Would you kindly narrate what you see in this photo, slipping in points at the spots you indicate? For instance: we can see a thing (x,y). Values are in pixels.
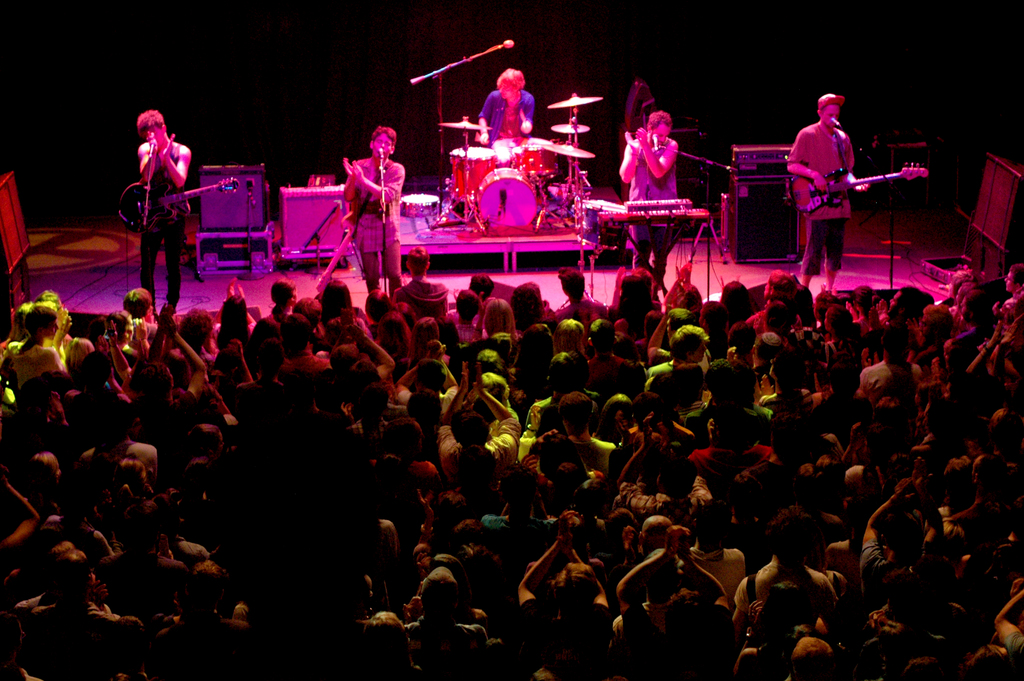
In this picture we can see a group of people (104,425) where some are on stage (353,261) and playing musical instruments (806,183), mics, speakers (204,201) and in the background (602,64) it is dark.
